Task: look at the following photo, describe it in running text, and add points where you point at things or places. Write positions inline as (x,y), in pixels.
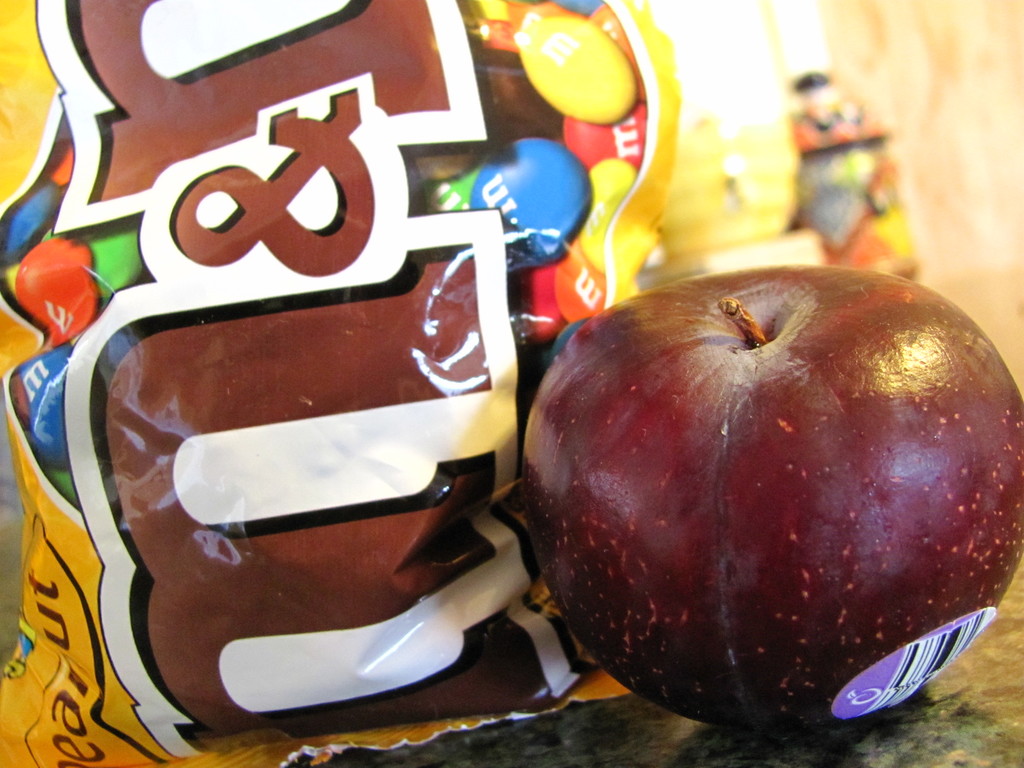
This image consists of a plum (637,527) and candies packet (224,346) kept on the countertop (652,754).
